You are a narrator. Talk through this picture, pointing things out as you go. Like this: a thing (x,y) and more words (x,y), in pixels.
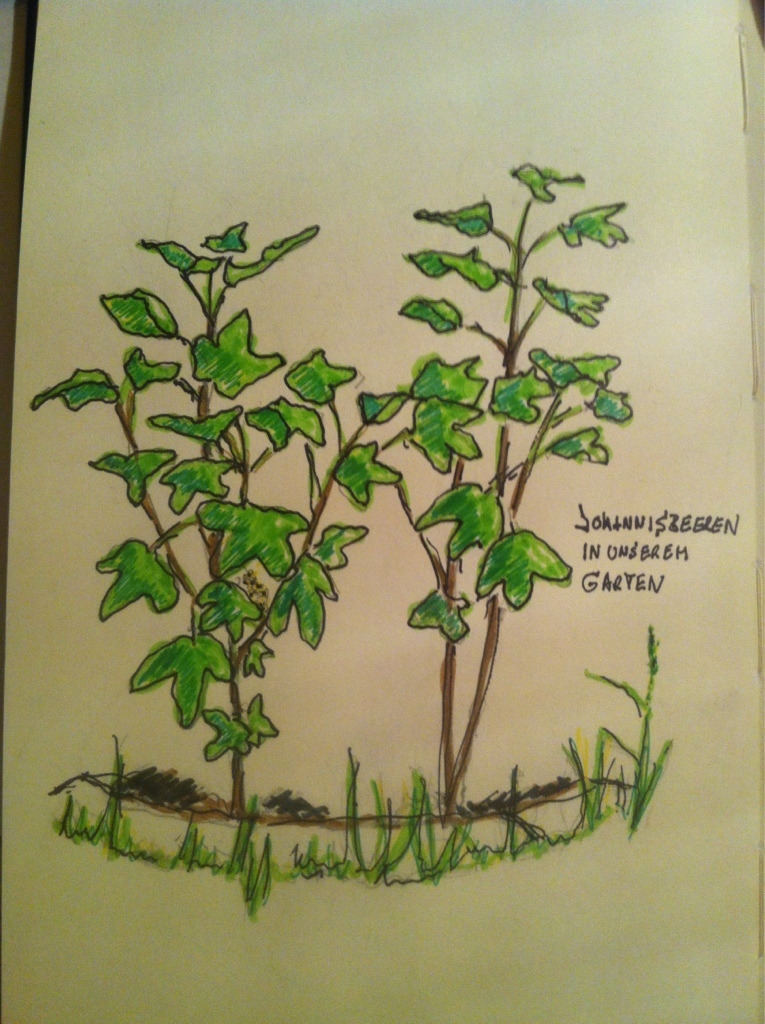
In this picture we can see painting (542,310) of plants (549,566), grass (355,867) and text (612,550) on a paper (717,228).
